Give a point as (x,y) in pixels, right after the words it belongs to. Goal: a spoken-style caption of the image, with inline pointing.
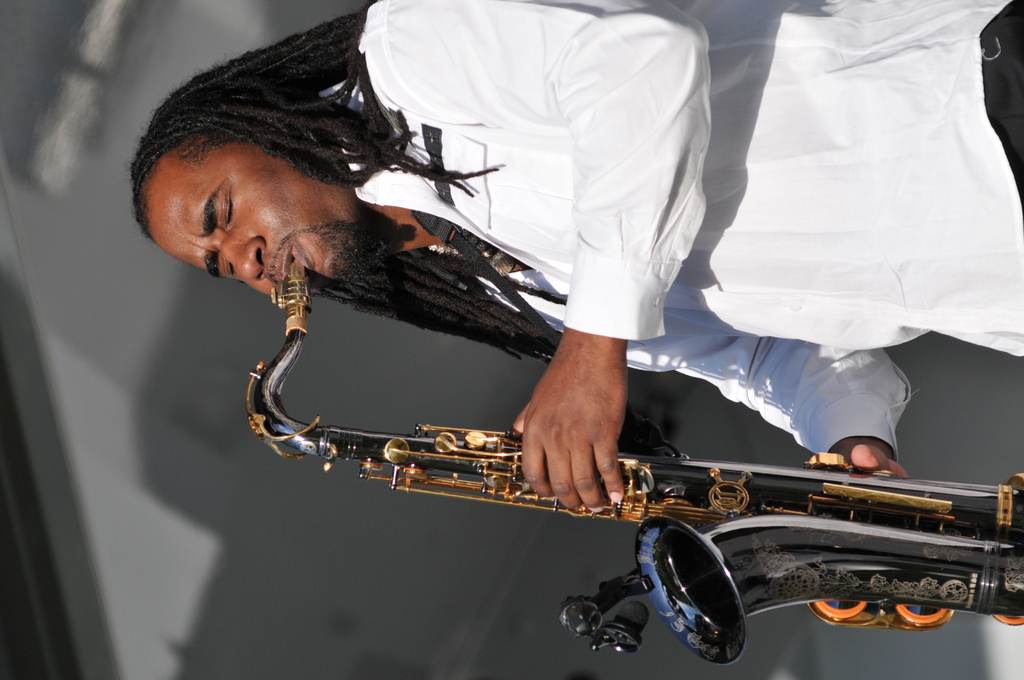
In the foreground of this picture (442,133) we can see a man (592,187) wearing white color shirt (633,164), standing and seems to be playing the saxophone (272,416). In the background (133,444) we can see some objects (123,541).
